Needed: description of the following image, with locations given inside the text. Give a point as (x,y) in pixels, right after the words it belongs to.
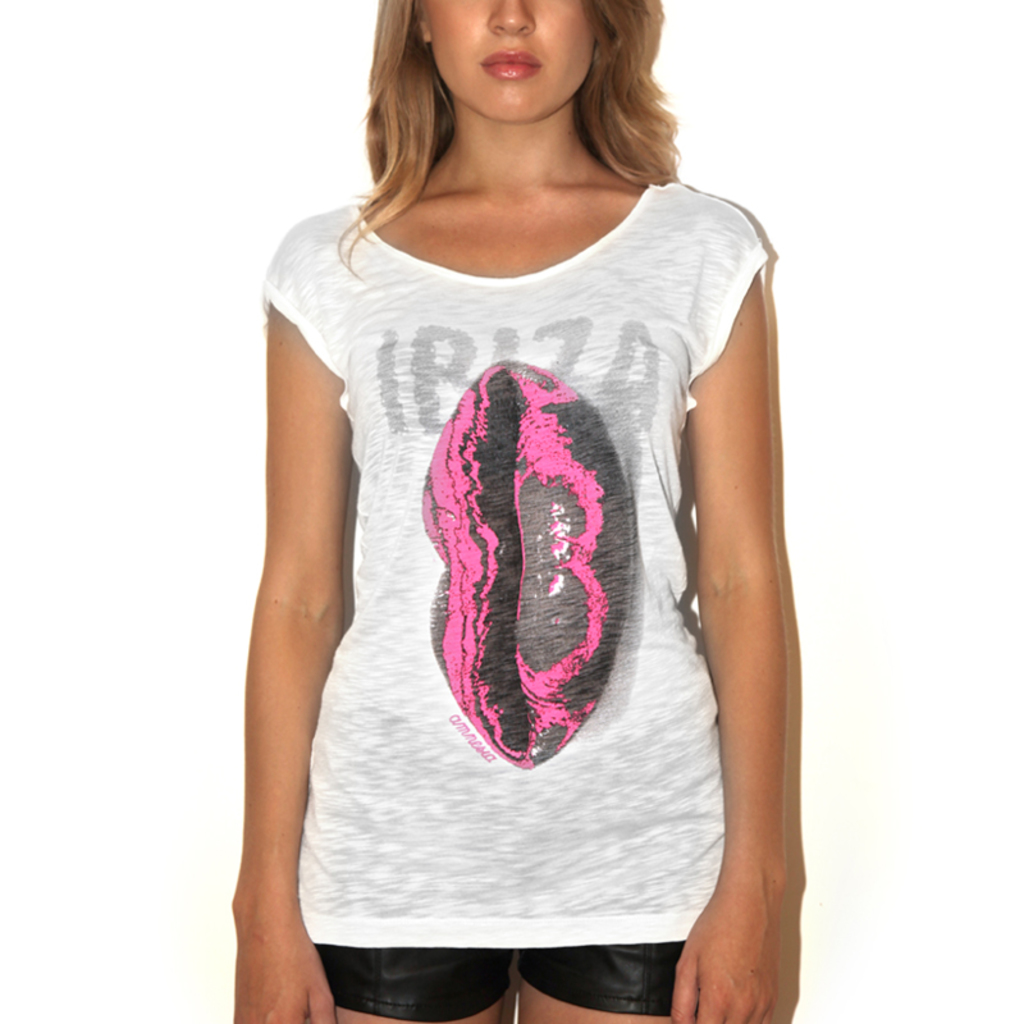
In this picture we can see a woman (737,1023) standing and in the background (64,225) it is in white color.
